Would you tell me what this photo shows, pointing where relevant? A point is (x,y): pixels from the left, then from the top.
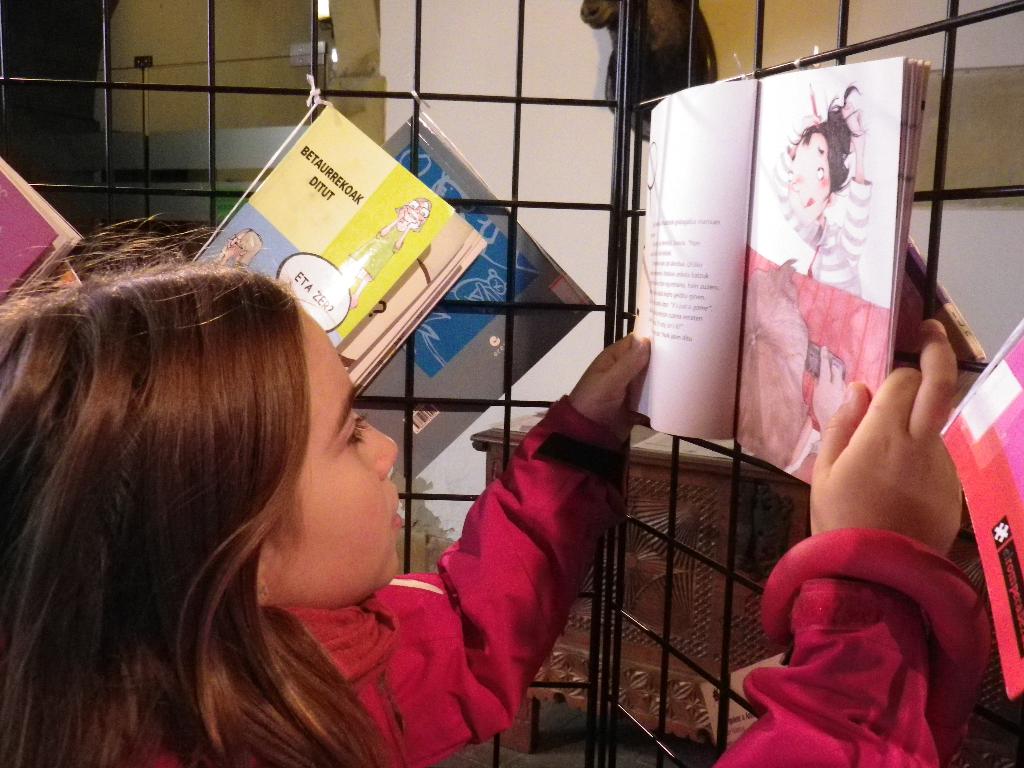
In this image we can see a girl (372,514) beside a fence (697,476) holding a book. We can also see some books (352,304) tied with a thread (316,101) to the grill (323,89). On the backside (638,462) we can see a table (643,442) on the floor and a decor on a wall (473,145).
